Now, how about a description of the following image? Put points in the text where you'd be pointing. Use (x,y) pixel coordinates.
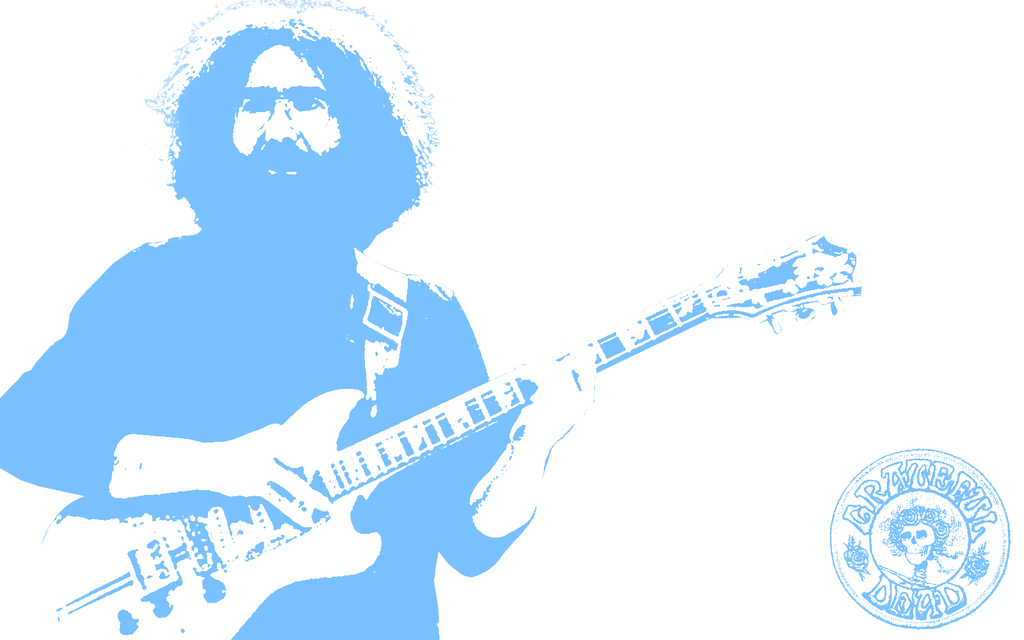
This is an edited image in which we can see a person (276,385) standing holding a guitar (329,450). We can also see a stamp (899,494) with some text (945,585).
